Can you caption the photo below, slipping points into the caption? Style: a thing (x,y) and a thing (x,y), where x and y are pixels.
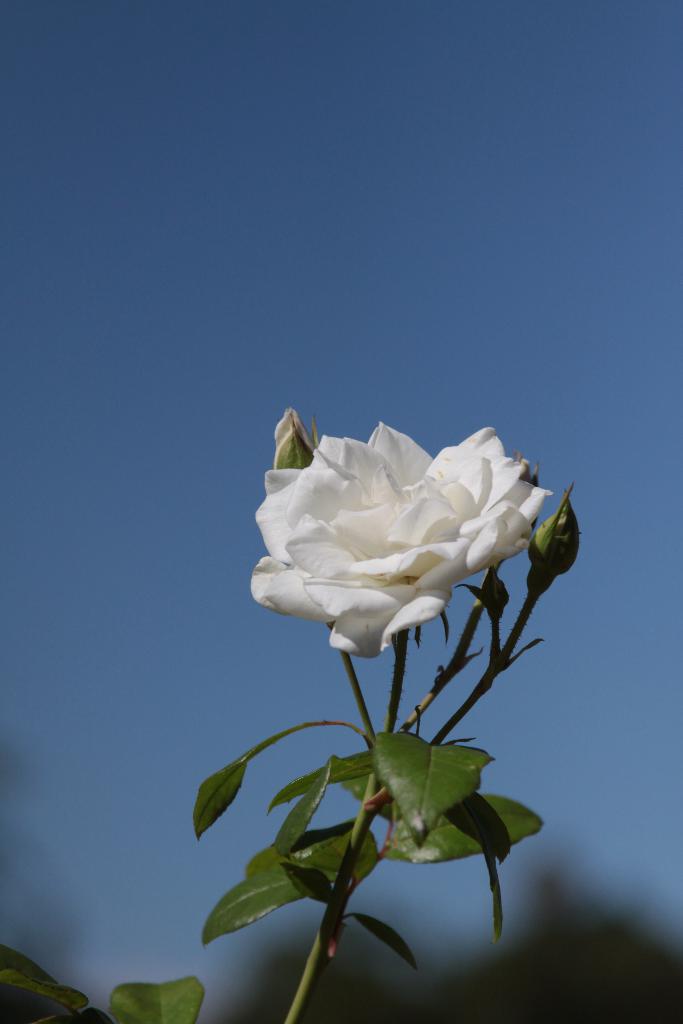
In this picture we can see a white color flower (440,482), buds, leaves (469,782) and in the background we can see the sky (197,246).
